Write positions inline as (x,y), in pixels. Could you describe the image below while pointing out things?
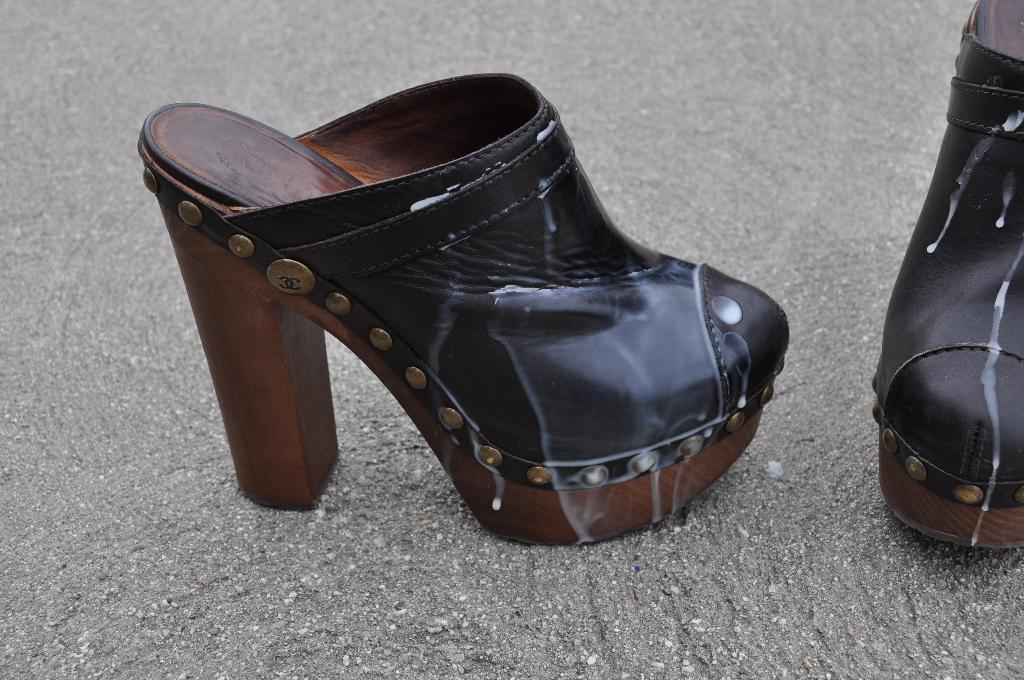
In the image there are two women footwear (726,428) on the road (147,68).
